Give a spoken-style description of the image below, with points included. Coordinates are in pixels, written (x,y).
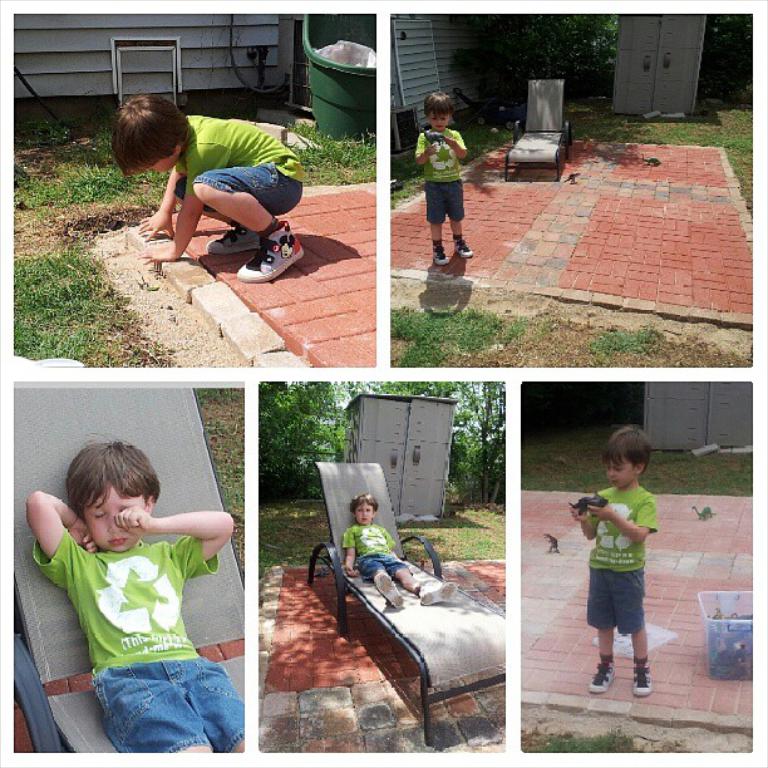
This is a collage picture, in this picture we can see a boy (383,573), he is standing, sitting on a bench (342,499) and in the background (340,431) we can see trees (340,431).
